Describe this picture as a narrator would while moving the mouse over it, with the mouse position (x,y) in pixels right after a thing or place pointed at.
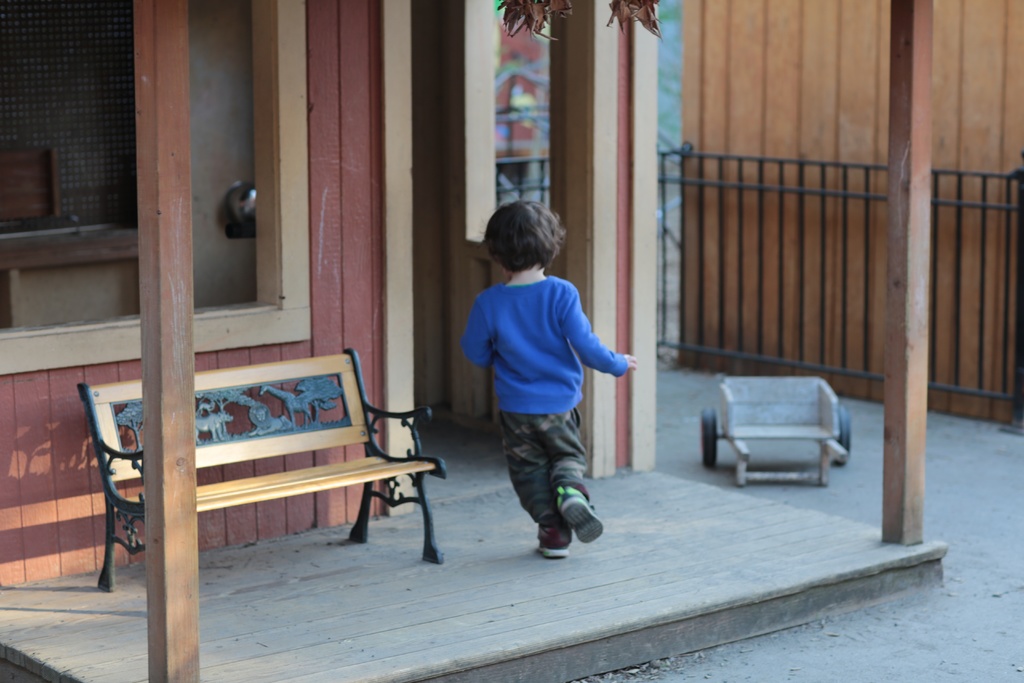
In this Image I see a child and a bench (411,472) over here, In the background (15,384) I see house (6,52) and the fence (1011,177) over here.
